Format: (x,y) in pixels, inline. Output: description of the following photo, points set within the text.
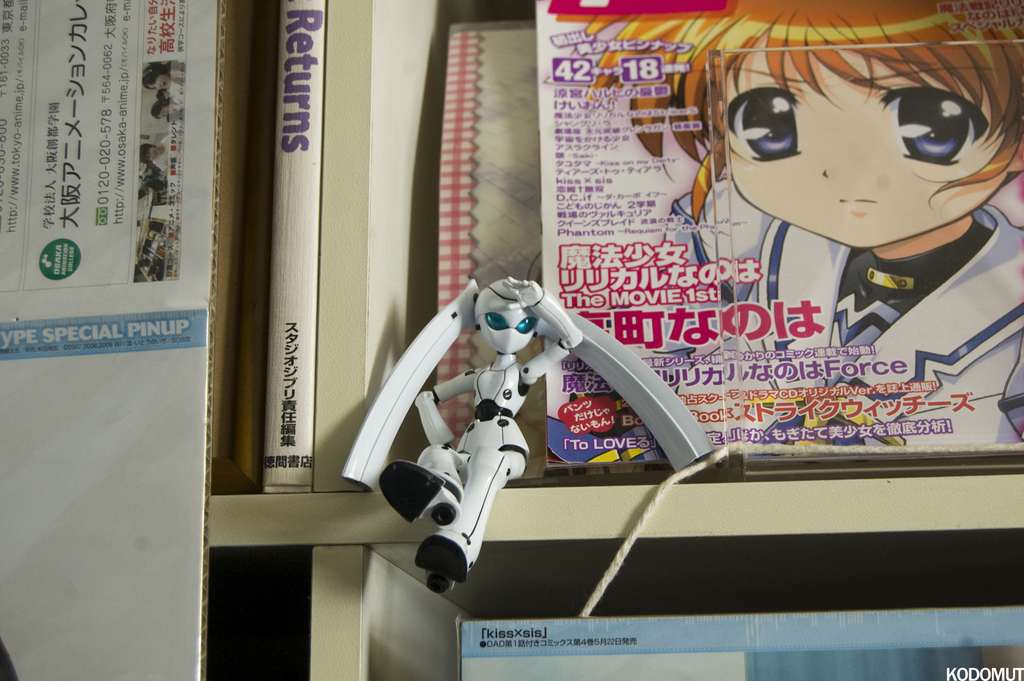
In the foreground of this picture (491,390), there is a toy robot (491,390) sitting at the edge of the shelf (646,492). In the background (960,321), there is a shelf (238,673) with books (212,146).
